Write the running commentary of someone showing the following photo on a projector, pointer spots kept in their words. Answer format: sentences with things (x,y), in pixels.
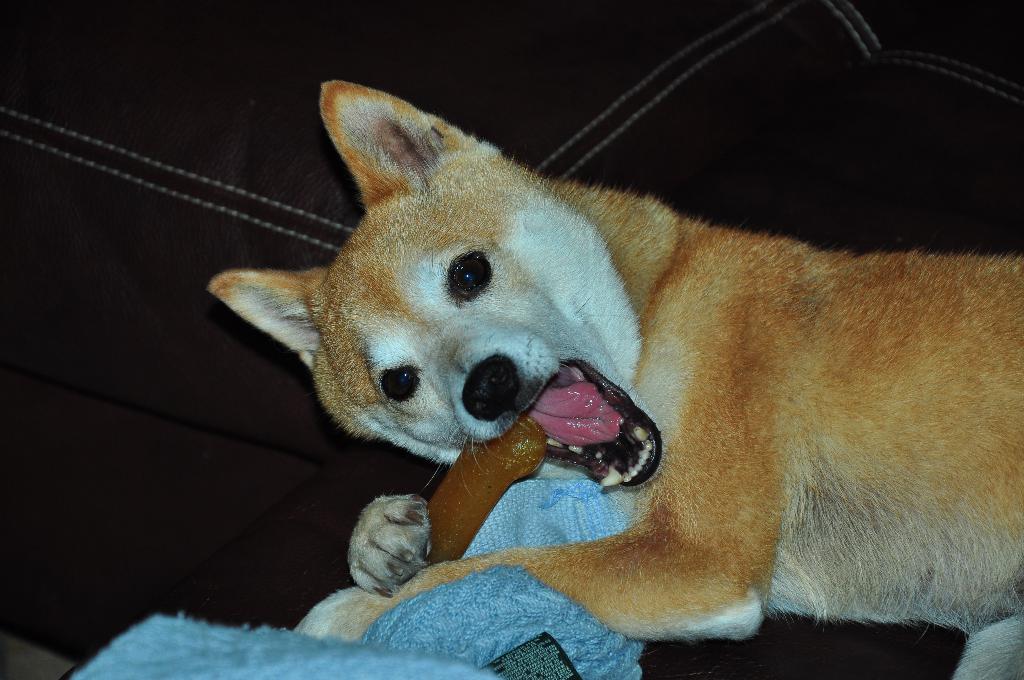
This is the image of an animal (438,360) biting an object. There is black colored background (692,29). There is a blue colored object (252,632) at the bottom (476,651).
